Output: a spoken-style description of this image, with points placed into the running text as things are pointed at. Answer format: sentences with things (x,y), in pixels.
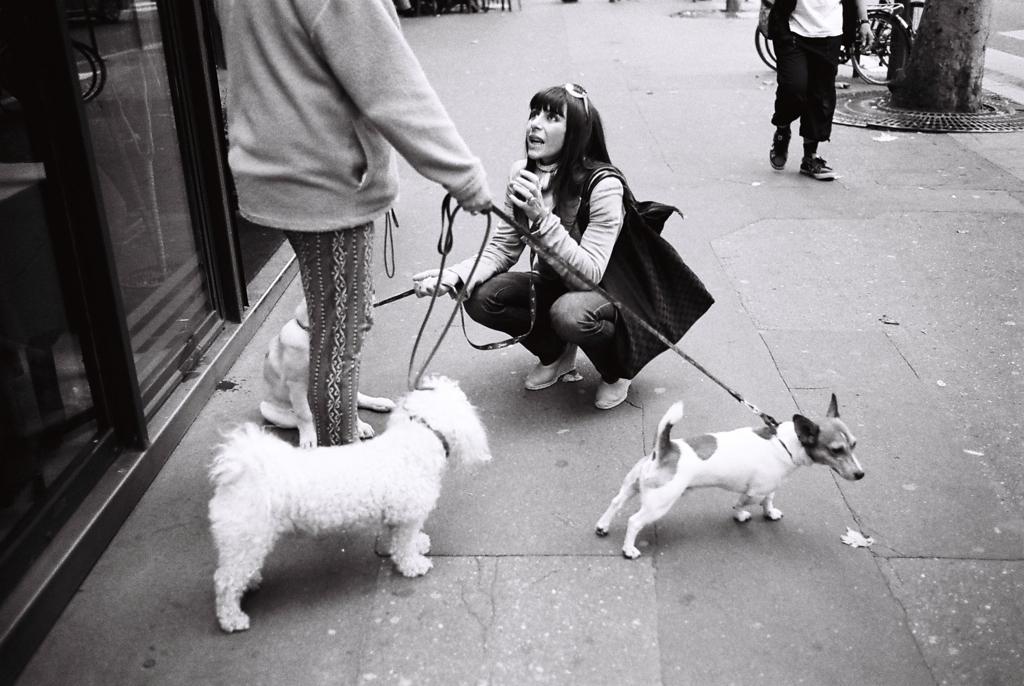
This picture describe that a woman (344,116) wearing jacket (331,193) and track (327,256) is holding the rope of the dogs (459,449) standing on the road (527,80), Beside a another girl (602,223) holding the bag (635,272) on the shoulder (622,190) is also sitting down and discussing with the her. Holding the rope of the another dog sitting beside her. A person (821,175) wearing track (810,103) is passing by them.
